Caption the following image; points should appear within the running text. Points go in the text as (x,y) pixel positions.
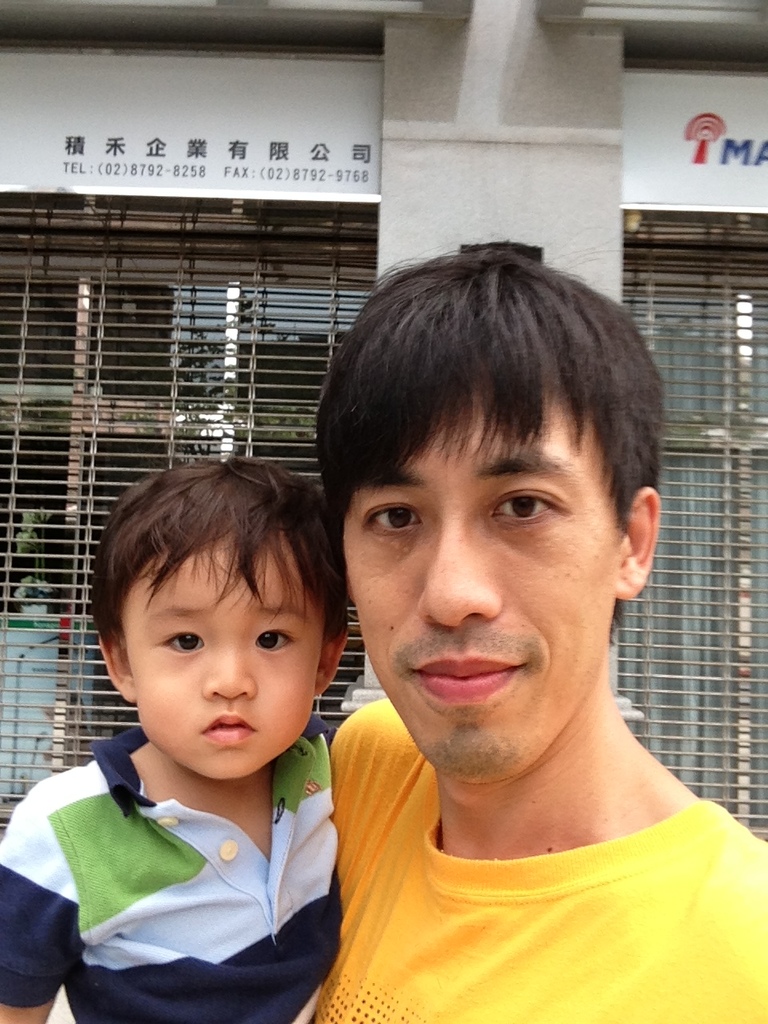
In this image we can see man (371,572) and kid (244,666). In the background (704,407) we can see pillar (380,206), windows (89,308).
